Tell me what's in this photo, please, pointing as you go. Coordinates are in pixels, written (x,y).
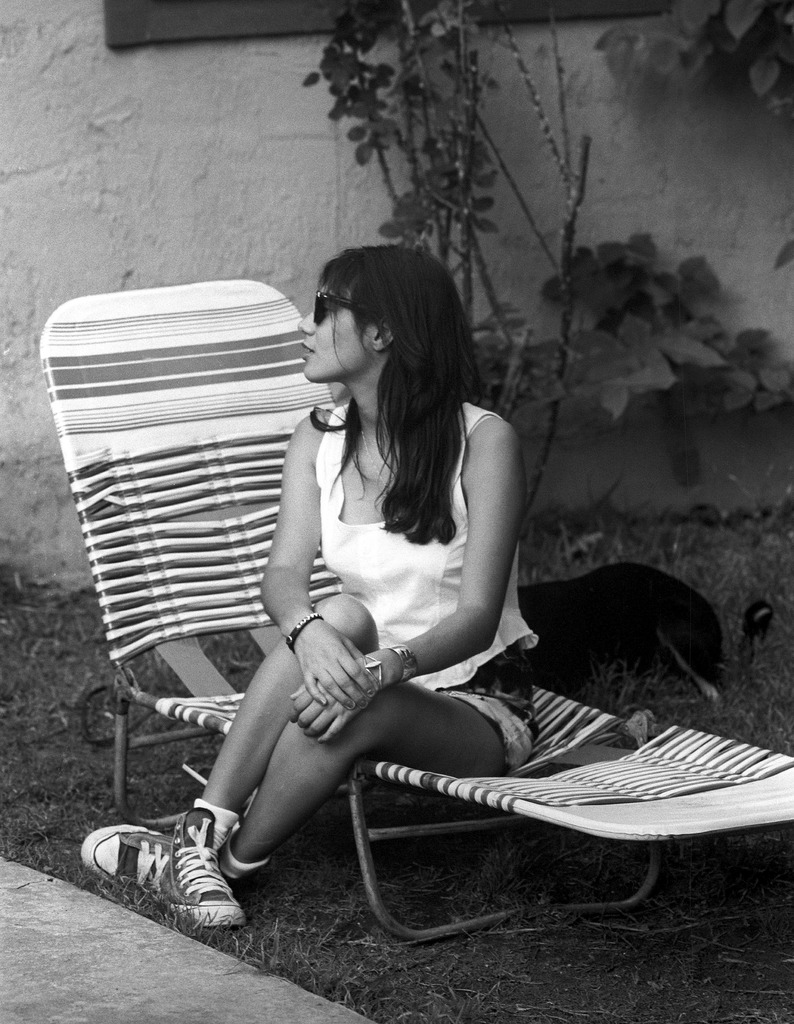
In this image we can see a woman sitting on a chair (120,646) and here we can see a animal (612,608).
